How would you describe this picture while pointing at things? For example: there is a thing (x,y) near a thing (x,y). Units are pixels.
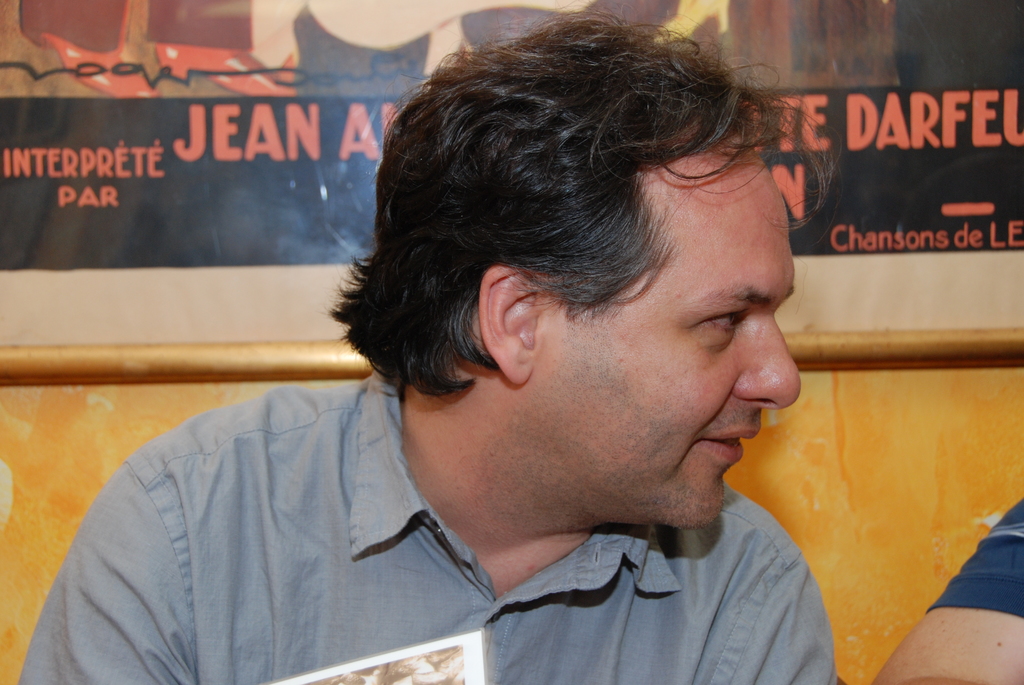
In the picture we can see a man (613,511) sitting and turning right side and smiling and beside him we can see another person hand (968,661) and behind the man (778,651) we can see a wall (891,604) with a poster (62,95) and something written on it.
